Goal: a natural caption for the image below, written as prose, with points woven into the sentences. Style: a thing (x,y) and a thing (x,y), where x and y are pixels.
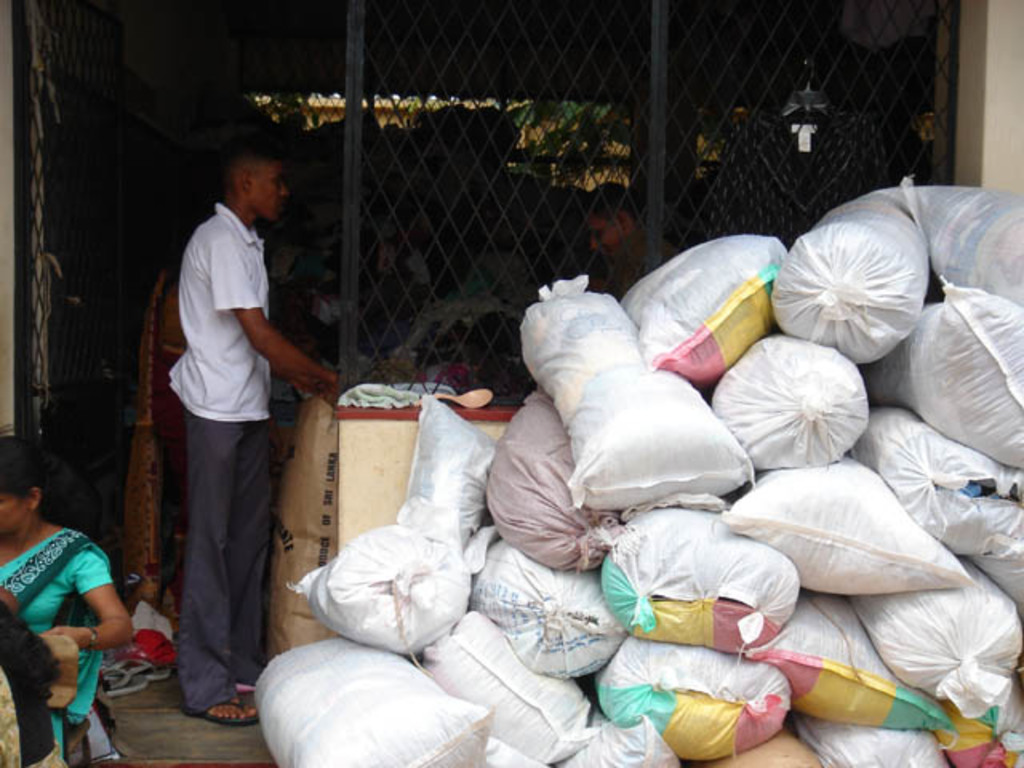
In this picture, we can see a few people (16,760), bags (749,310), ground (164,697) with some objects (155,650) on it, we can see some black color the fence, and we can see the dark background (260,70).
